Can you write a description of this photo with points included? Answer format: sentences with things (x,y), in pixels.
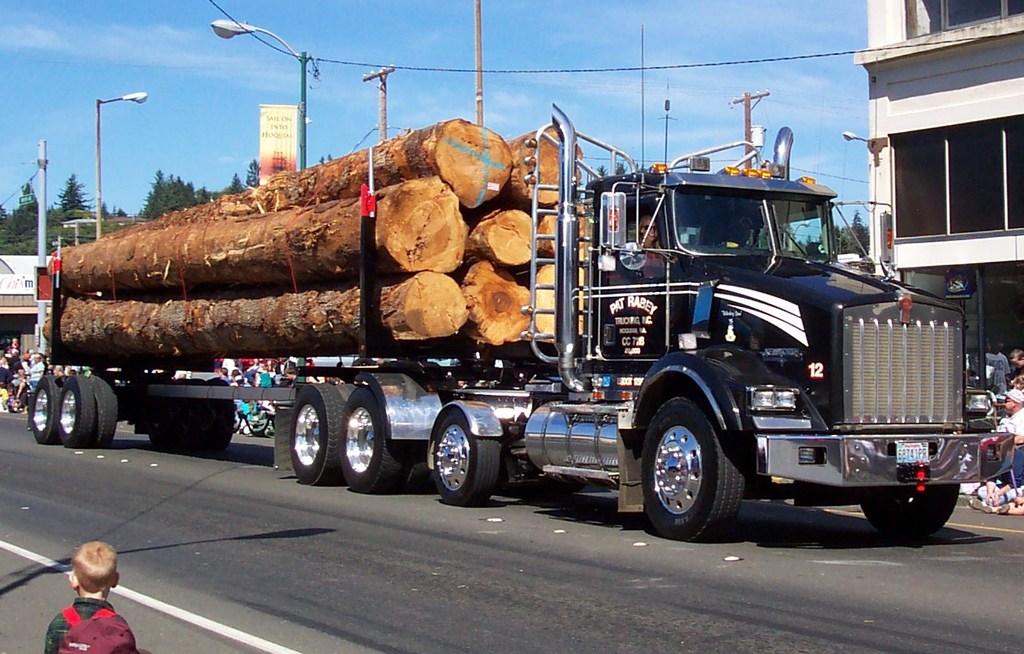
In the center of the image (353,242) we can see wooden stems (426,265) on the truck (838,433). At the bottom of the image (88,567) we can see a boy (79,600) on the road (782,624). In the background (1019,327) we can see trees (47,231), poles (304,122), building (943,129), sky (463,85) and clouds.
